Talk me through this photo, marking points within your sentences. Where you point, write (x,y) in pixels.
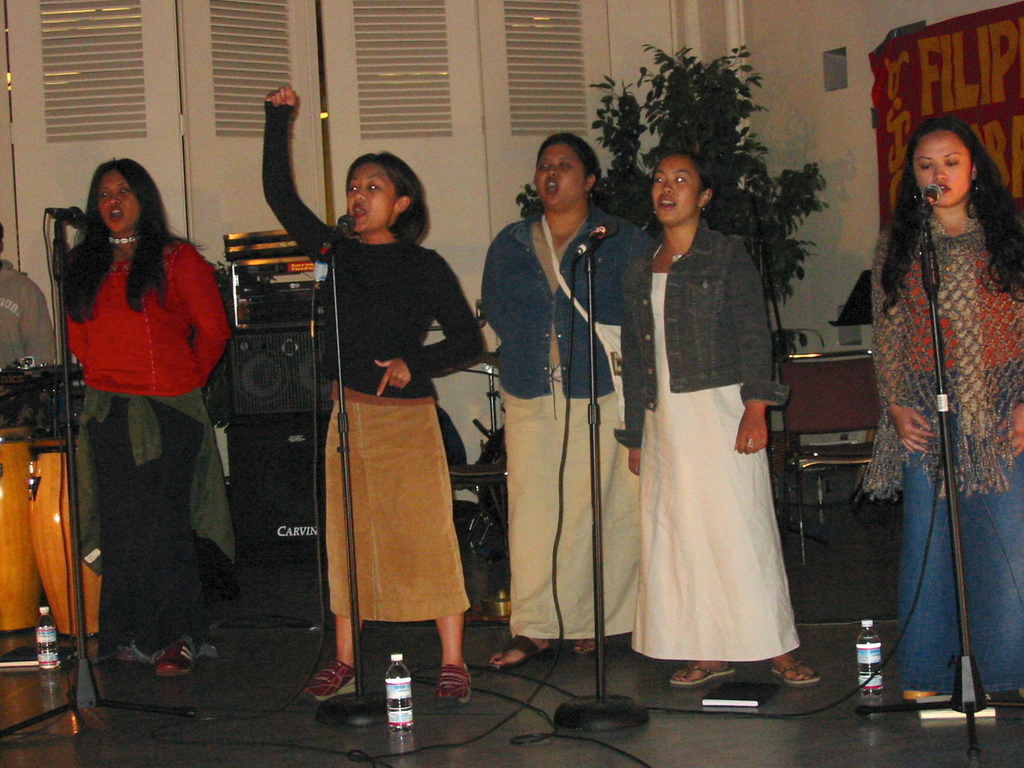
In this picture there are four women (432,497) standing and singing in front of a mic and there is another woman (552,285) standing behind them and there are few speakers (308,343), musical instruments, a plant (744,132) and a door (450,174) in the background (395,75).
